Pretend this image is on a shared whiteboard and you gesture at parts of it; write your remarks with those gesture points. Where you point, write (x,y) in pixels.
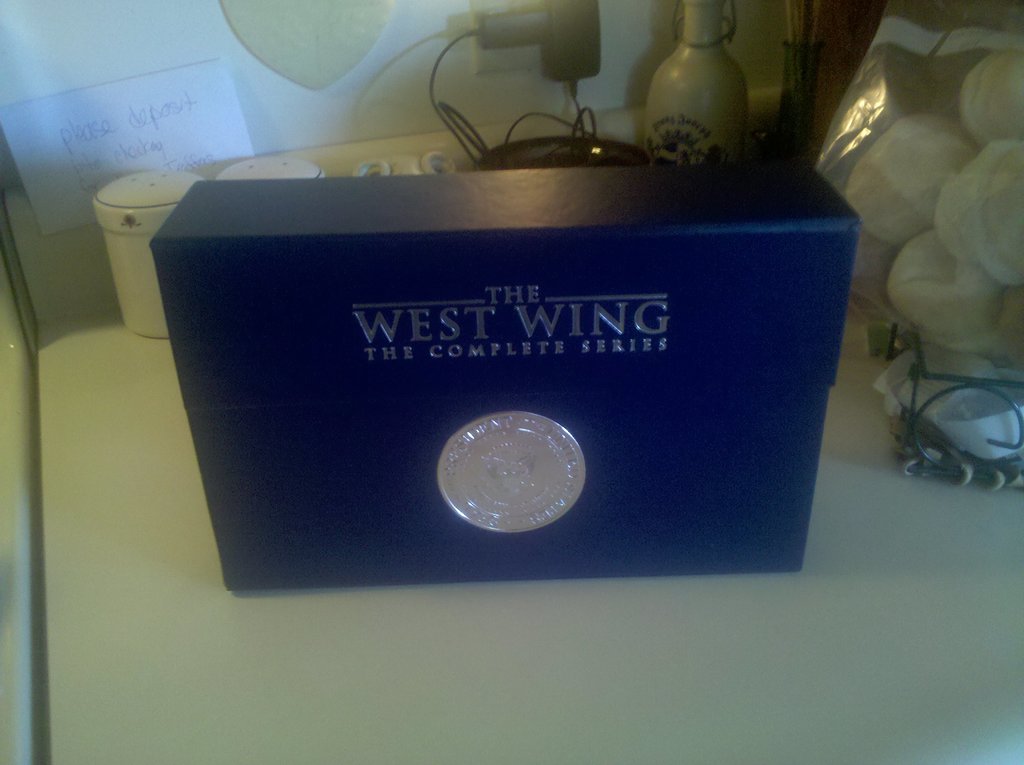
In the image there is a blue box (311,436) kept on a table (76,691) and around that box (496,291) there are many other items (930,226), in the background (47,167) there is a paper (41,153) attached to the wall (23,55) and something is mentioned on the paper (197,105).
